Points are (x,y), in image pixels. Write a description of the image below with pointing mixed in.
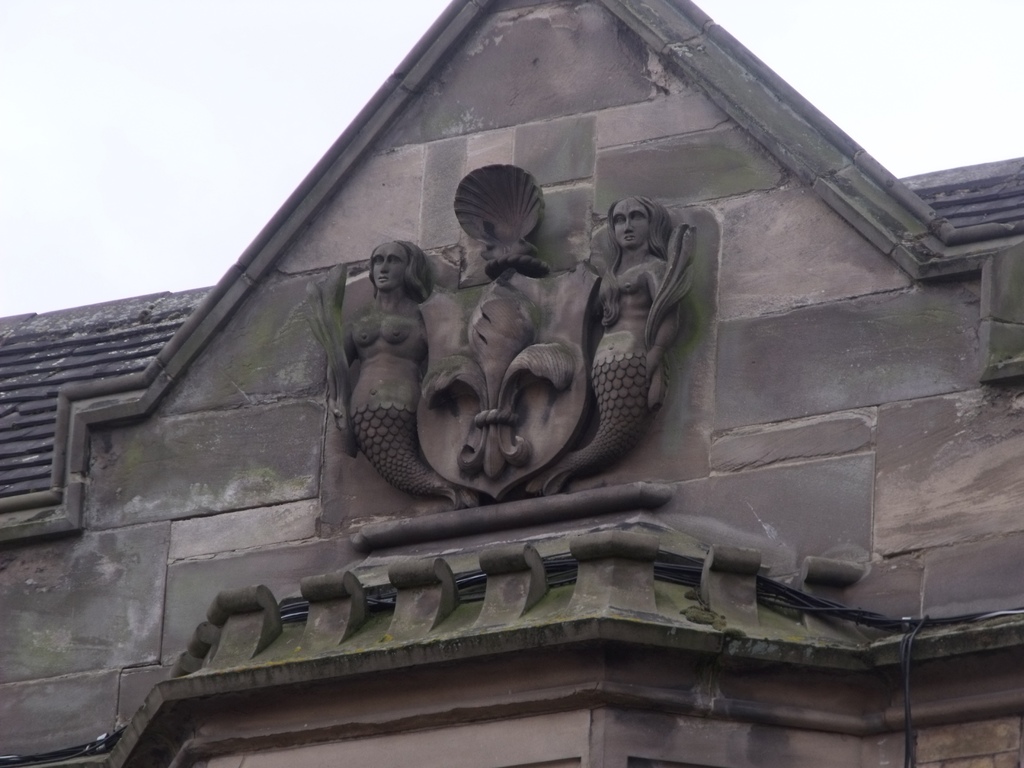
In the picture we can see a historical building (532,598) with an upper part (603,605) with mermaid structures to it and in the middle of it, we can see some design (469,339) and behind the building (485,70) we can see a sky (48,181).
